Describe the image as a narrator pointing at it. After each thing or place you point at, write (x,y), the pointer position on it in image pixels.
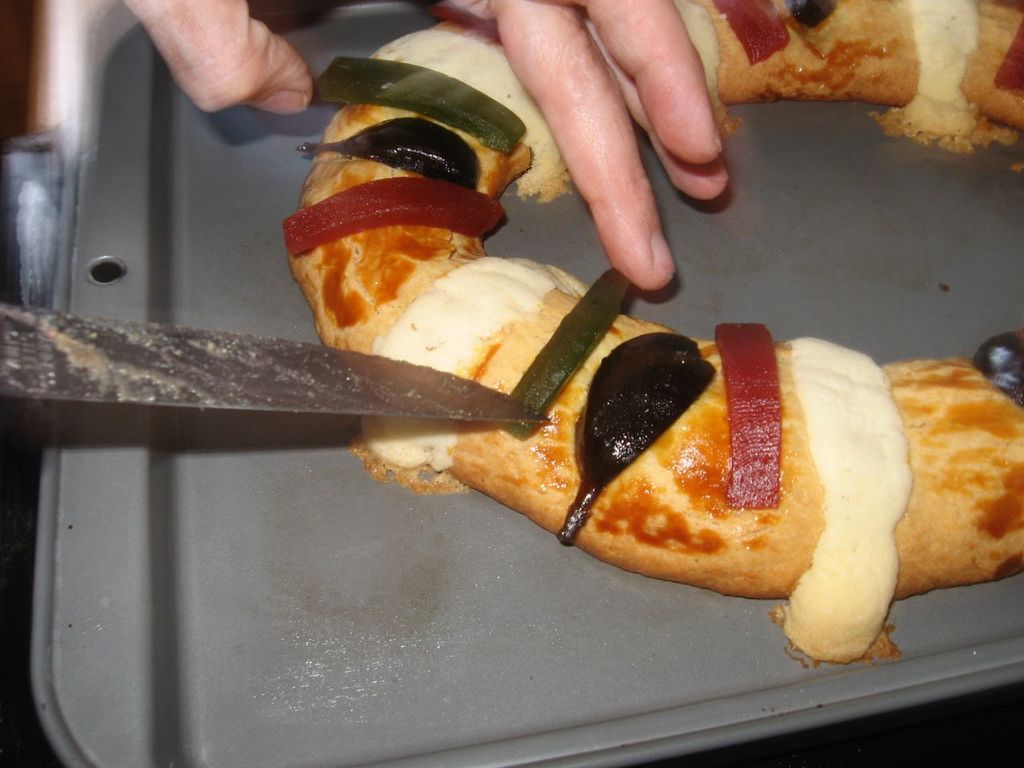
Here we can see hand (609,166) of a person (258,106), knife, and food (819,545) on a tray (273,668).
